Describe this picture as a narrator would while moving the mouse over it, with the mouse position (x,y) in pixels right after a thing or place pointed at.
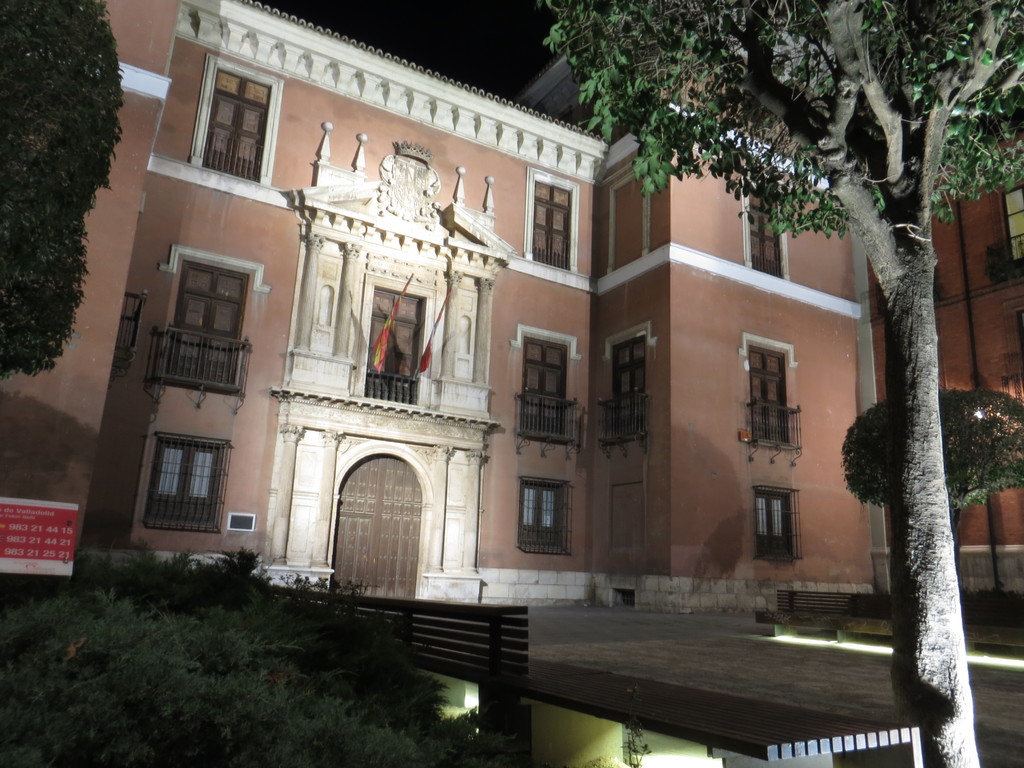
This is an image clicked in the dark. Here I can see a building (676,499) along with the windows (542,376) and also there are some trees (769,120).
